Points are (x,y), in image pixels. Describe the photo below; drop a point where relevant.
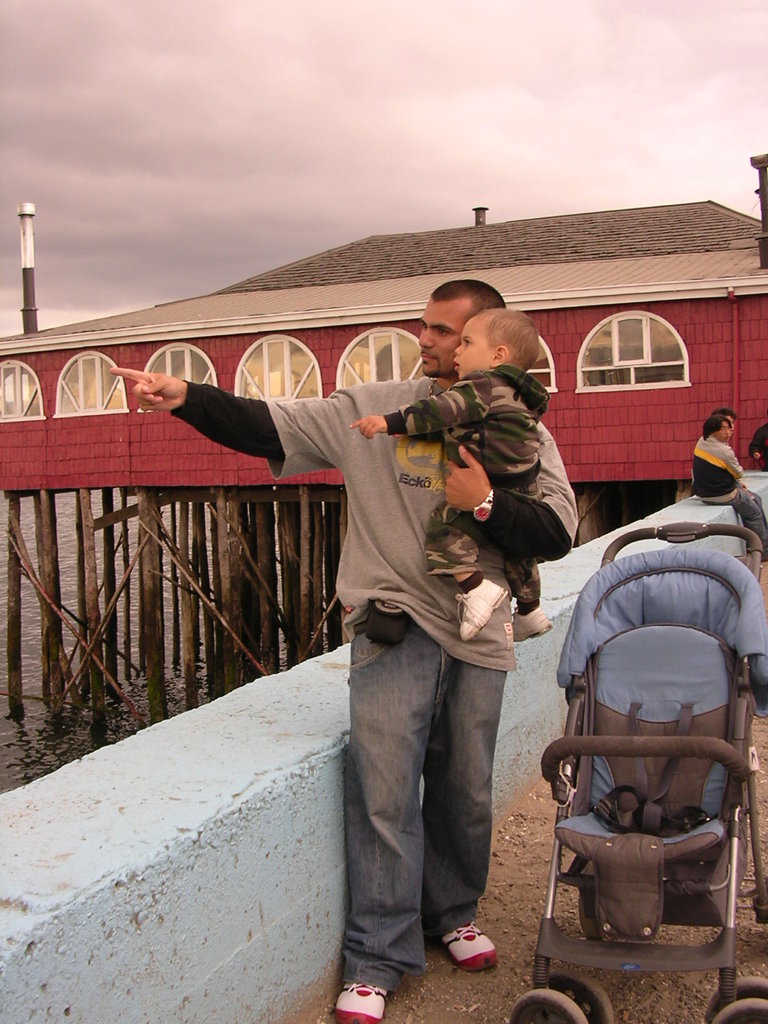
In the picture we can see a man (398,942) standing near the wall (277,916) and holding a baby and he is showing something to the baby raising his hand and behind him we can see some people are sitting on the wall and behind it we can see the house (626,484) on the water (110,738) and in the background (629,90) we can see the sky (358,233) with clouds (53,99).
